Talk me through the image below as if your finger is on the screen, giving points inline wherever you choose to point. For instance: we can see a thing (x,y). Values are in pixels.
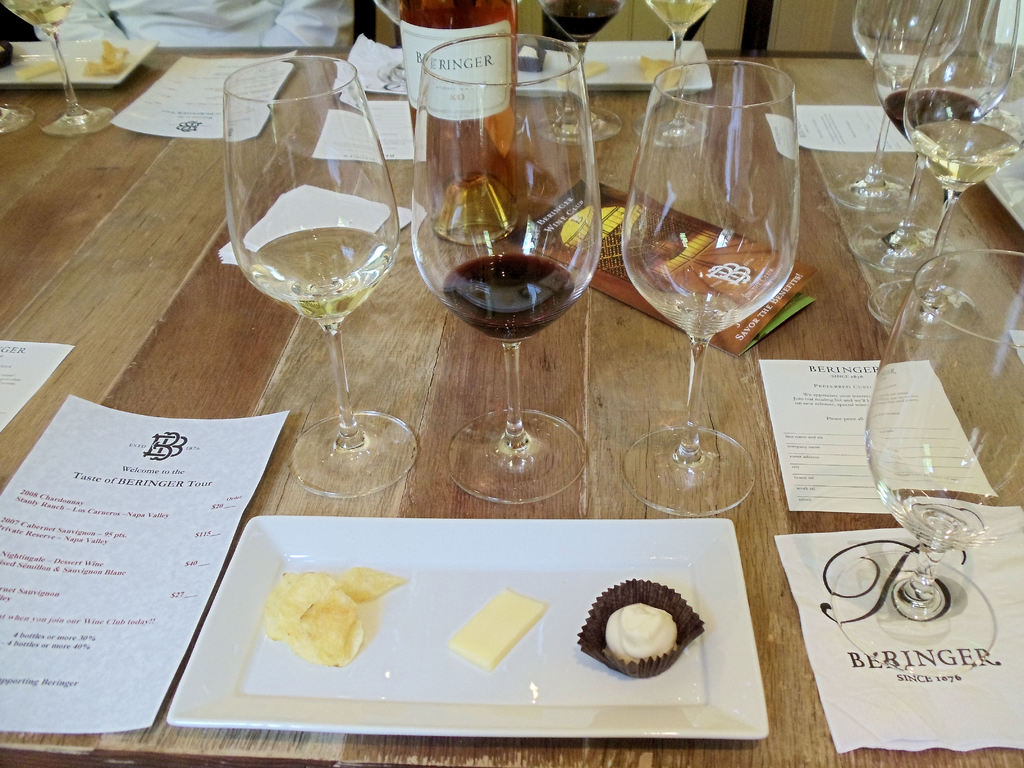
In the middle of the image (394,331) there is a table (612,752), On the table (853,339) there are some glasses (525,170) and there is a bottle (466,41). Bottom of the image (570,543) there is a plate (552,692), On the plate (477,593) there is some food items (344,617). Bottom left side of the image (214,523) there is a paper (16,479). Top left side of the image (199,15) there is a man (340,15).
